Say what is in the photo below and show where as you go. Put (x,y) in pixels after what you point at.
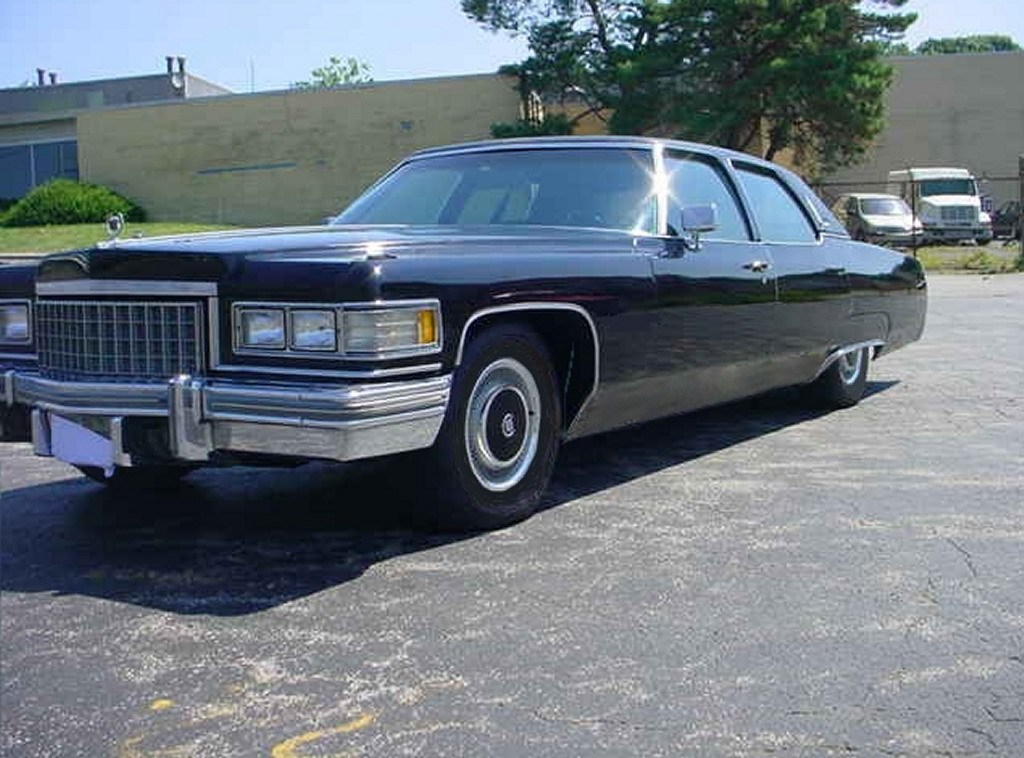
This picture is taken on the wide road (451,600) and it is sunny. In this image, in the middle (363,354), we can see car (406,242) which is in black color. In the background (966,166), we can see some cars (867,202), vehicle (959,169), trees (685,113), wall (346,193), plants (65,195), building (47,176), glass window (61,159), trees (862,77). At the top (392,18), we can see a sky (393,76), at the bottom (954,524), we can see a road (868,469) and a land (357,645).
